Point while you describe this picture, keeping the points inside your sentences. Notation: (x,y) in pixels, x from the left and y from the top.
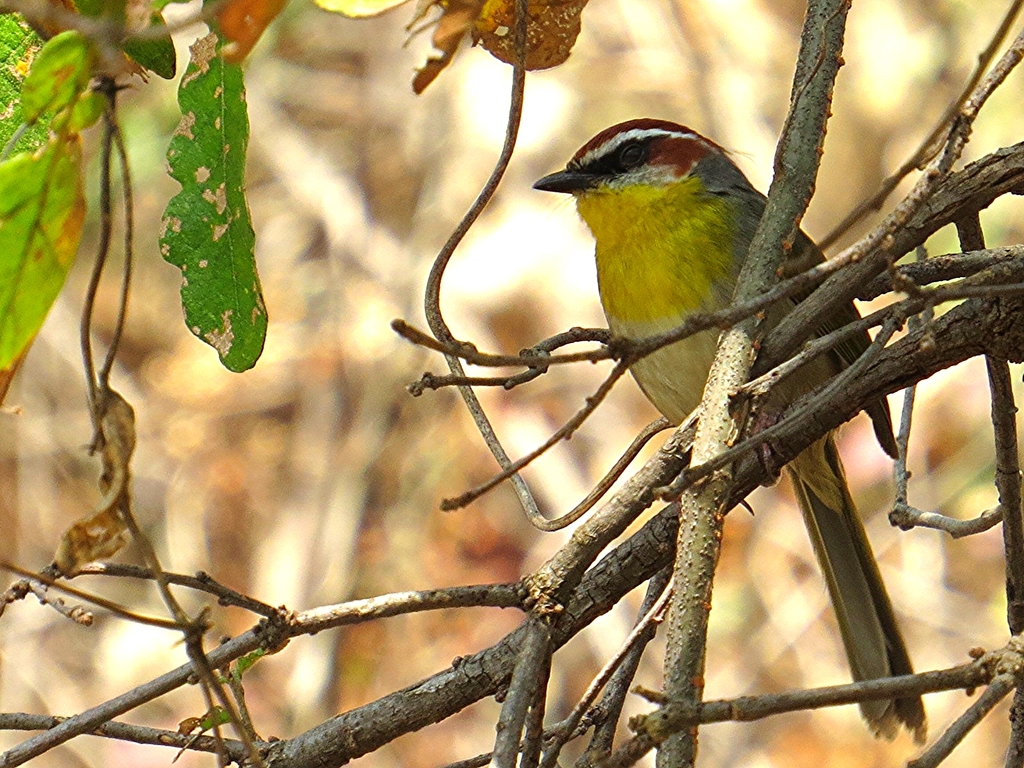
There is a bird (662,288) sitting on a stem (657,488). There are leaves (239,99). In the background (385,405) it is blurred.
